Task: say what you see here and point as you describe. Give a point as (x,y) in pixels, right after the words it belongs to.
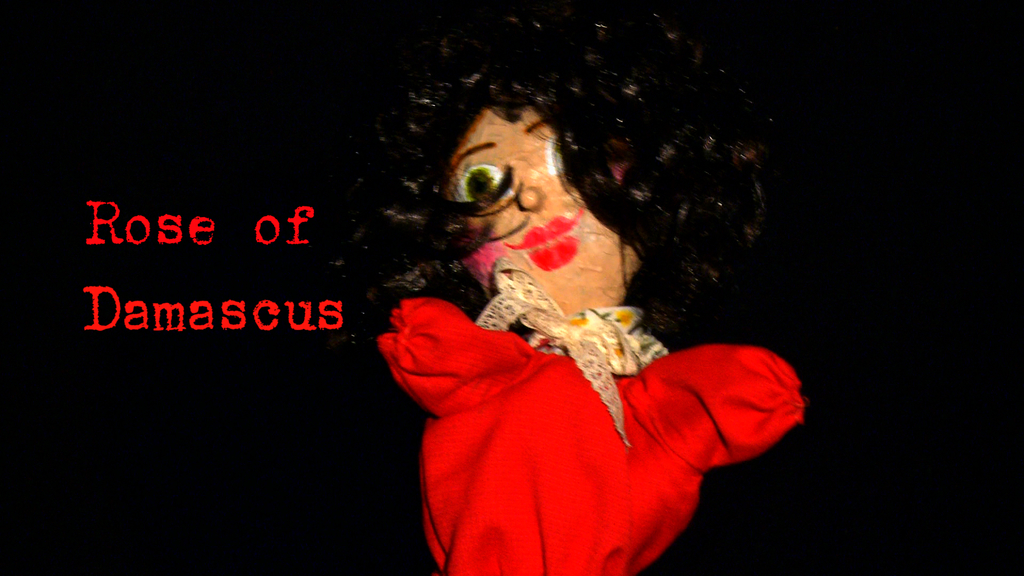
In the center of the image (532,384) there is a doll (547,389). On the left (147,234) there is a text (163,306).
